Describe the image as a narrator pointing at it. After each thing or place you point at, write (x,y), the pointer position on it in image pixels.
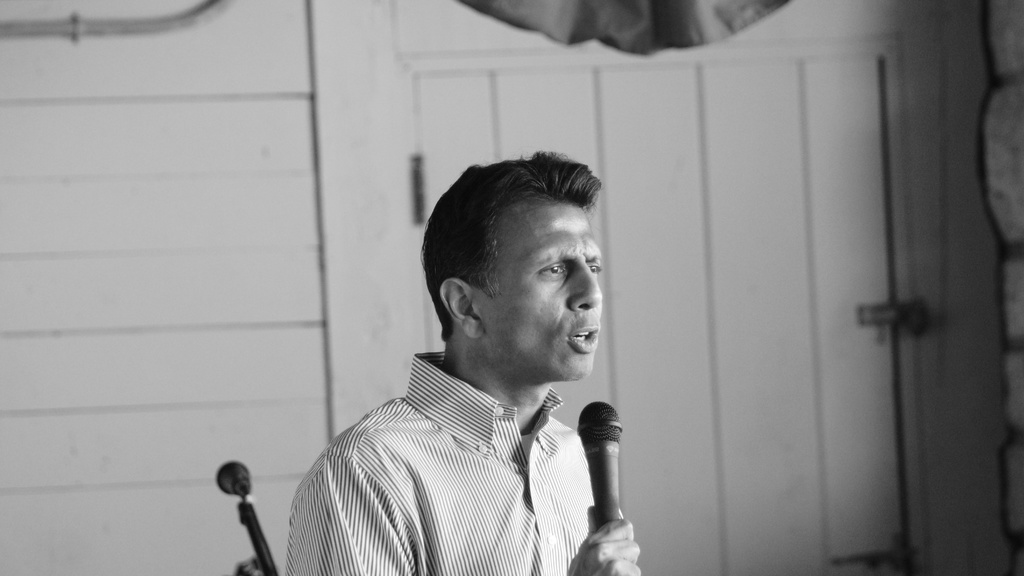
In this image we can see a person (444,365) holding a mic (603,502) in his hands (624,540). In the background (693,334) we can see a wall (392,141).
